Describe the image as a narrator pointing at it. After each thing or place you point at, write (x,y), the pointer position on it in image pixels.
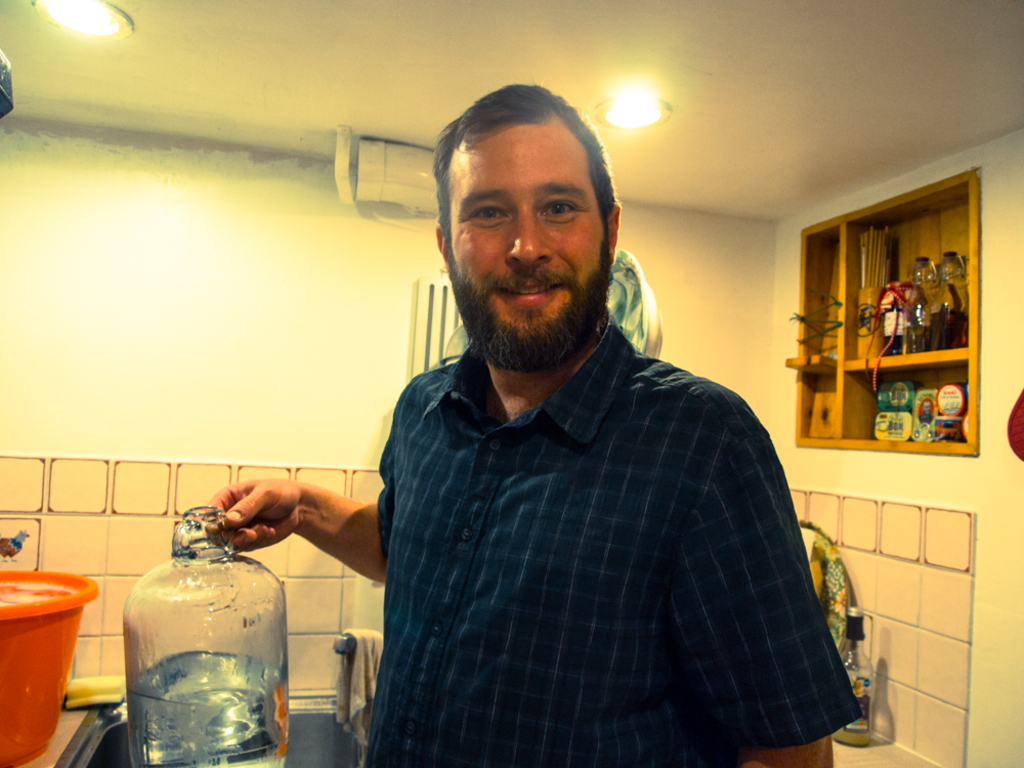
In this image there is a person (499,185), container (1,740), water can (193,623), rack (855,239), lights (105,12), bottle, sink (320,723), cloth (354,679), tap (354,635) and objects (439,349). In that rack (842,347) there are things (906,386).
